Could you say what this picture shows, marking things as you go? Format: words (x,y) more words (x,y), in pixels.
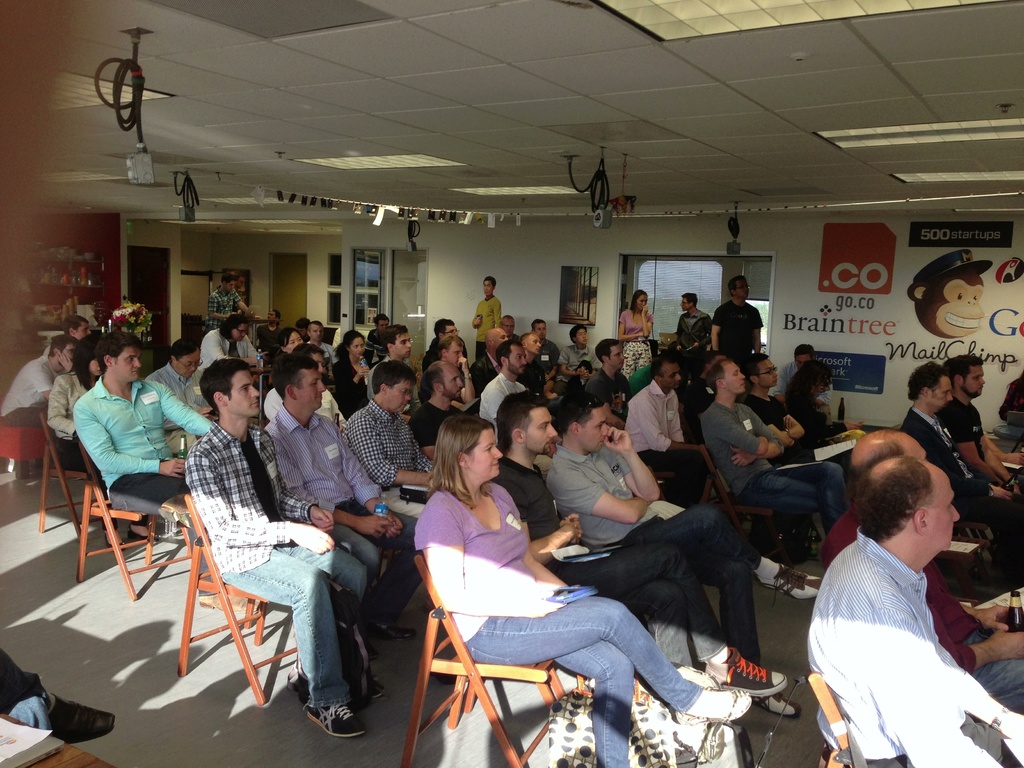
In this picture we can see some persons (1019,687) are sitting on the chairs (831,727). This is floor (151,715). On the background (487,246) we can see a wall (496,261) and this is banner (839,317). And there is a door (160,283).
